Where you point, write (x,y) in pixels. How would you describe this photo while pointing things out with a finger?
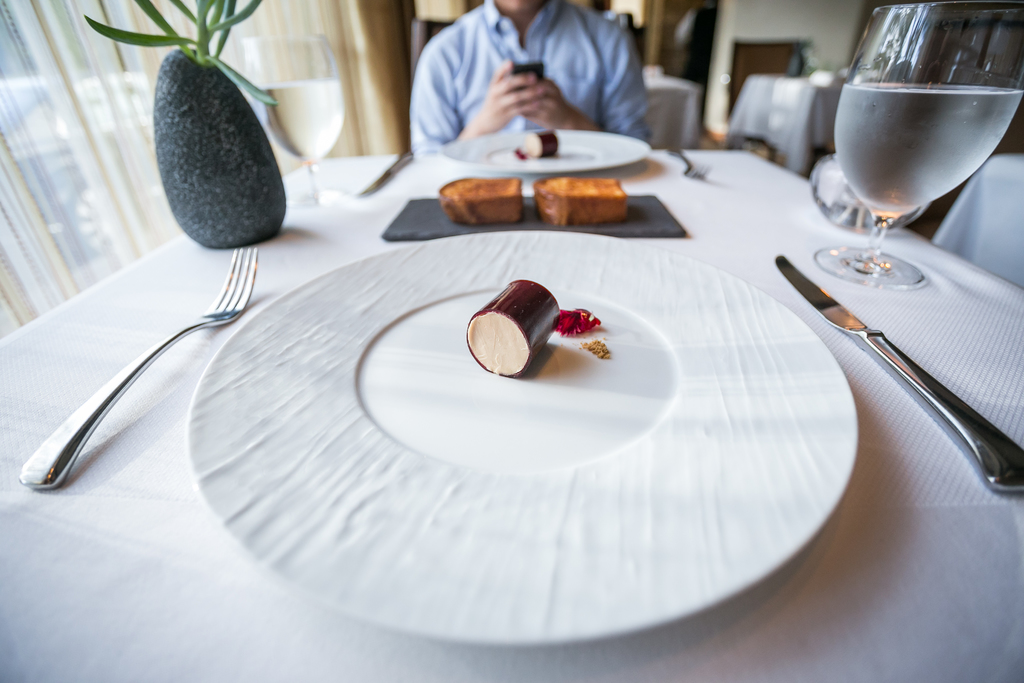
Person (437,86) sitting on the chair (424,38) and on the table (156,298) we have plate (554,244), fork (227,287), plant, glass (899,123), food (588,206).
